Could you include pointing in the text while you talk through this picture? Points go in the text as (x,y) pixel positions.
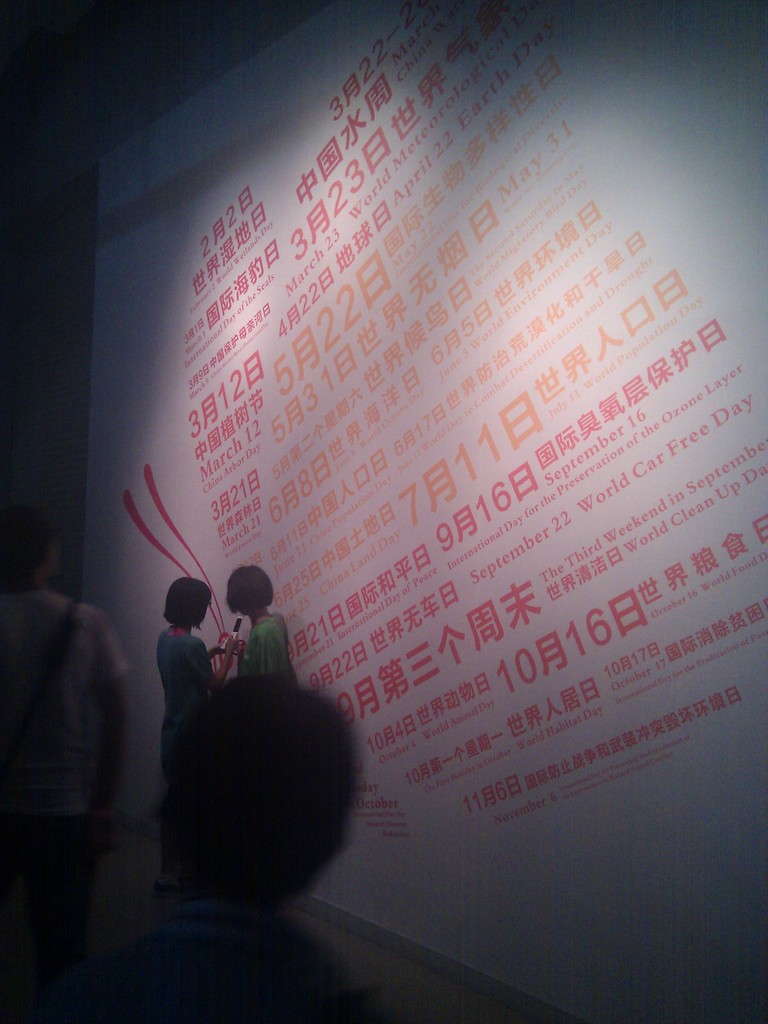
As we can see in the image there are few people (176,784) here and there and a white color banner (527,539).
